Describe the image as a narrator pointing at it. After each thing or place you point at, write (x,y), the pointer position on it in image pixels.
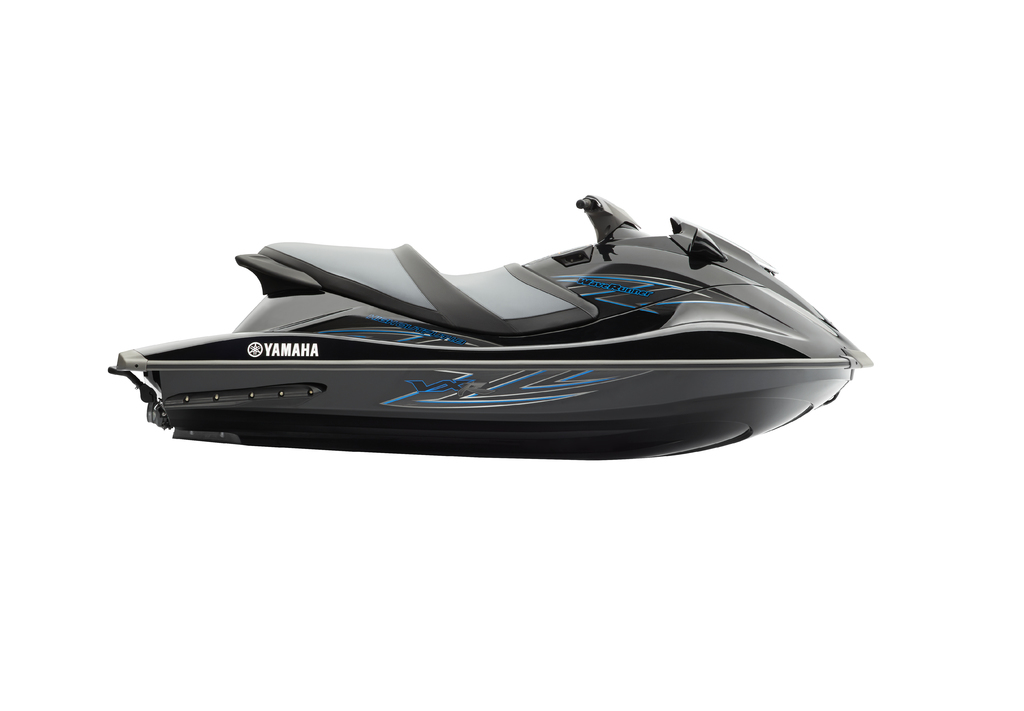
In the center of the image (553,351) we can see a jet ski (628,351).
